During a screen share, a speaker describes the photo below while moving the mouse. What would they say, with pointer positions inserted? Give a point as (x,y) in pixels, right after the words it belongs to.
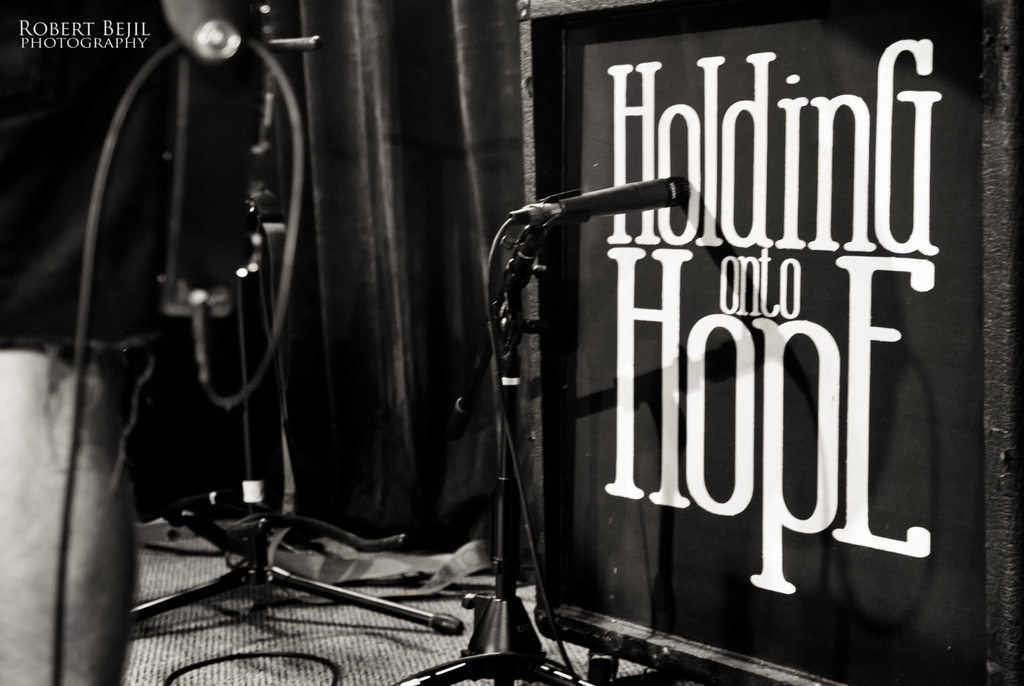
This is a black and white image. In this image, we can see a microphone (624,209) with a stand (498,605) and wire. On the right side of the image (748,450), there is a board (701,310) with text (690,111). In the background (492,188), we can see curtains (400,448), stand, wires (239,402) and floor (379,645). In the top left corner (67,36), we can see the watermarks (127,25).
